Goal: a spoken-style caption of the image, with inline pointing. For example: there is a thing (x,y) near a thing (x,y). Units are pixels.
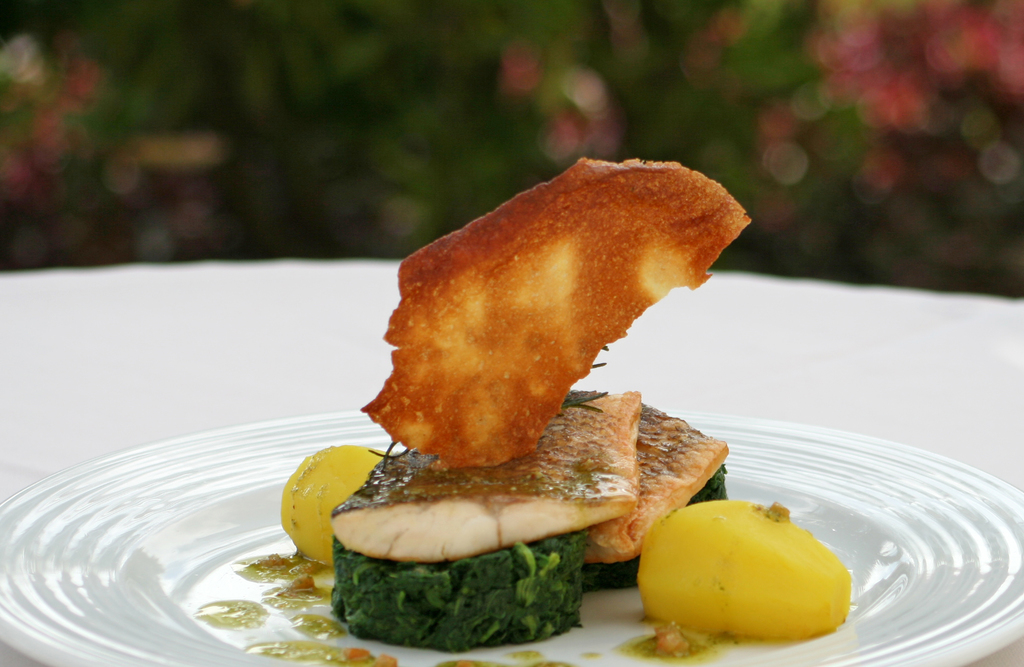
In this picture we can see food (603,500) in the plate (614,614), and we can see blurry background (863,138).
